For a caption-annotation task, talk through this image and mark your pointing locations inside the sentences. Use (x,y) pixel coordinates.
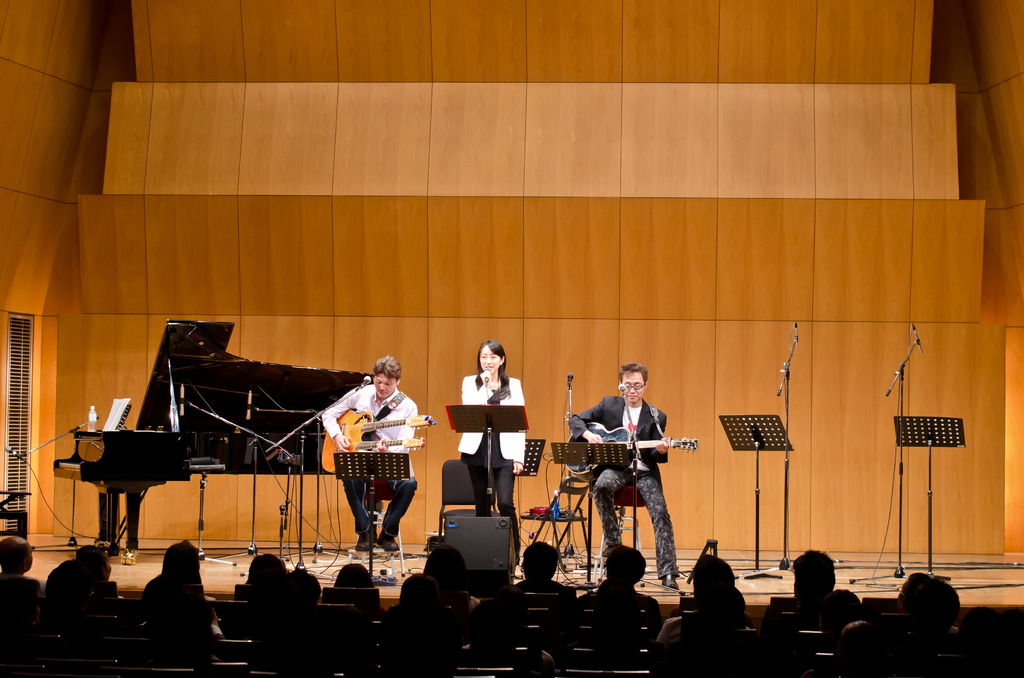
In this image I can see people (866,669) where one is standing and rest all are sitting on chairs (528,658). I can see two of them are holding guitars (414,441) and one is holding a mic (487,385). In the background (938,436) I can see few mics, stands (784,449) and a musical instrument (92,481).
